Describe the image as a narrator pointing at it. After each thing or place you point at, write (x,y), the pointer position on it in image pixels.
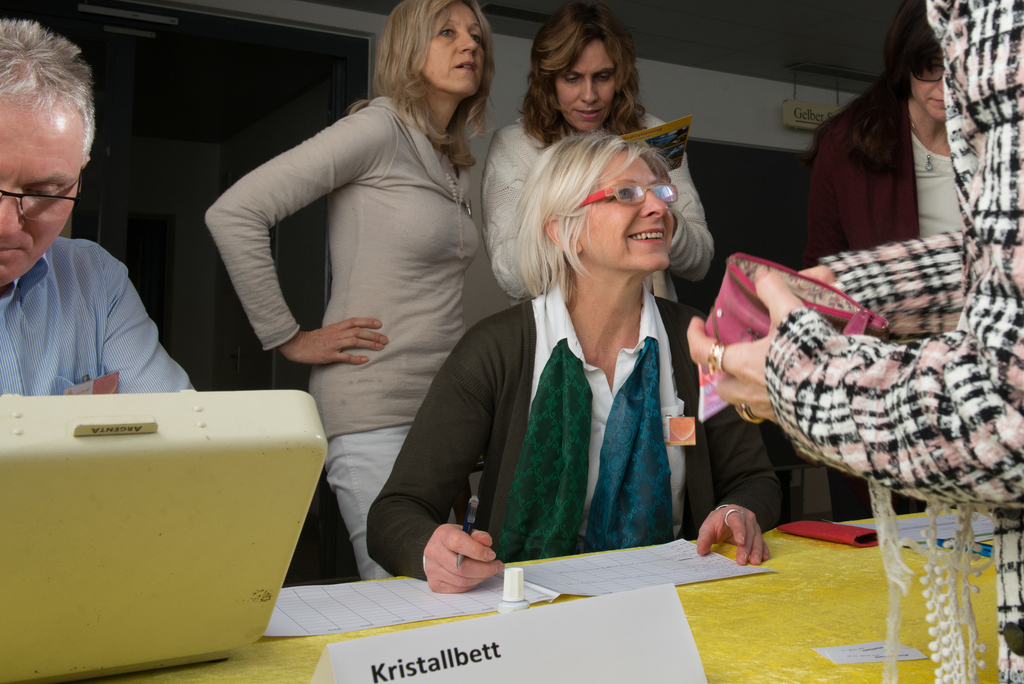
In this picture we can see a group of people (272,279), in front of them we can see a platform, papers (633,553) and some objects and in the background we can see a roof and some objects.
